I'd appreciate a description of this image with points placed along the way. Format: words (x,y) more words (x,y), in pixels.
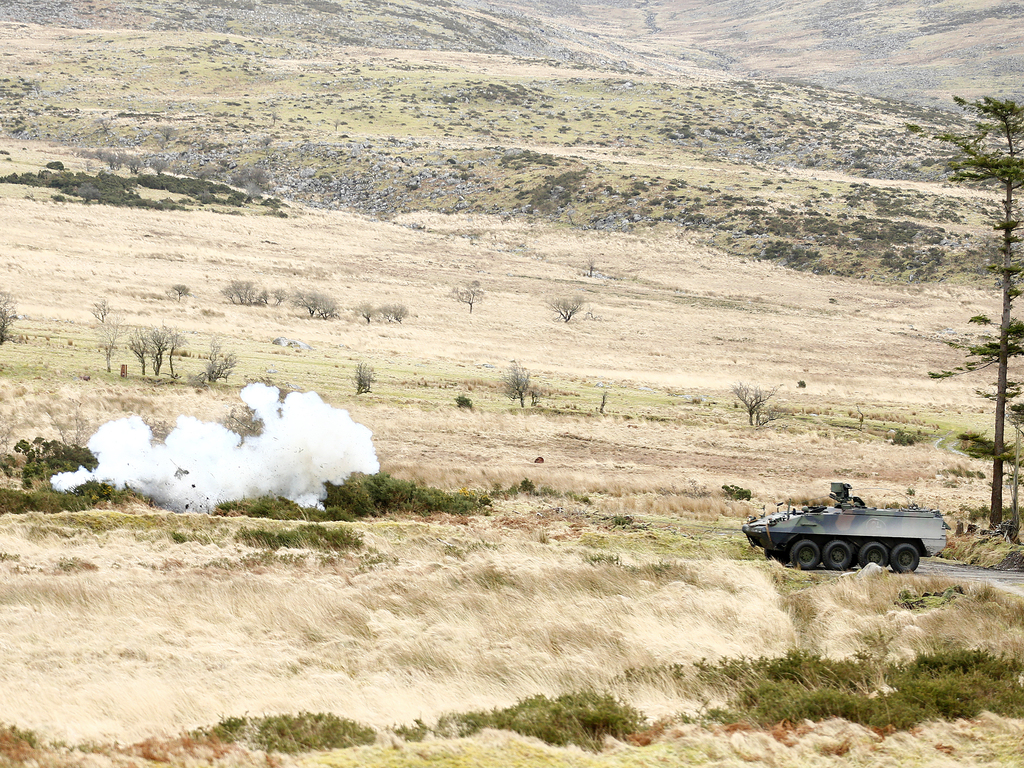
In this image in the center (428,447) there is dry grass (505,674) on the ground (441,604). On the right side (850,530) there is a tank (878,526) moving on the road (821,567) and there is a tree (1007,280). In the background (361,168) there are grass (411,150) on the ground (424,163) and there are dry plants (315,310) and there is a smoke (234,467).
